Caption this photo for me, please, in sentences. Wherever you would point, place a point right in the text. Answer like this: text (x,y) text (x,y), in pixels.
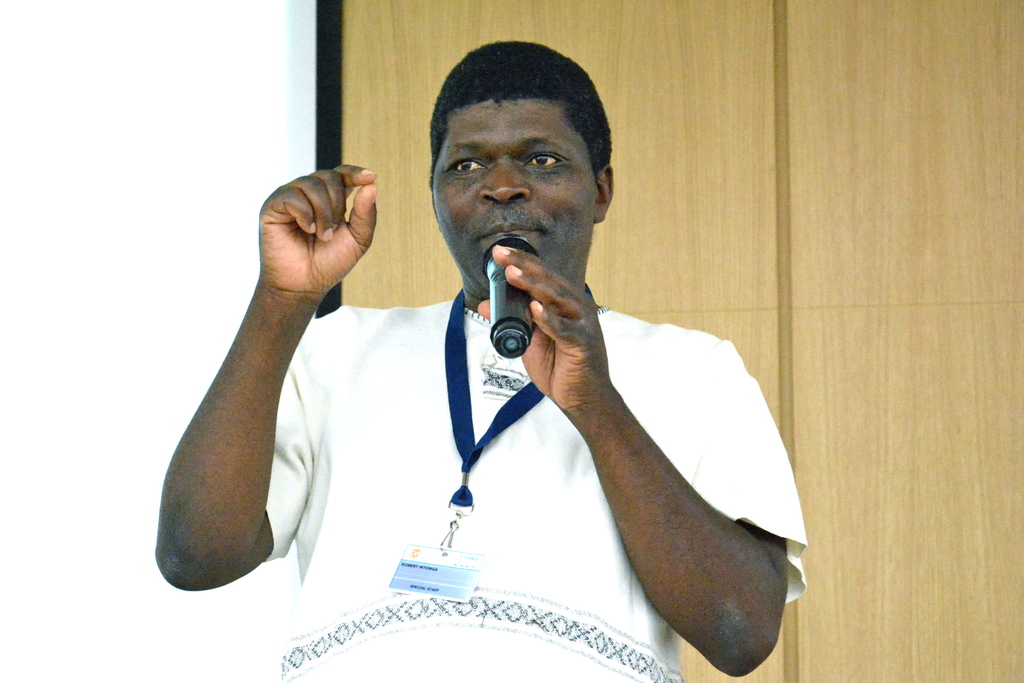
In this image In the middle (484,342) there is a man (440,474) he wear white t shirt (356,481) and tag (461,428) he is holding a mic (511,317). In the background (696,134) there is a wall (794,97).
